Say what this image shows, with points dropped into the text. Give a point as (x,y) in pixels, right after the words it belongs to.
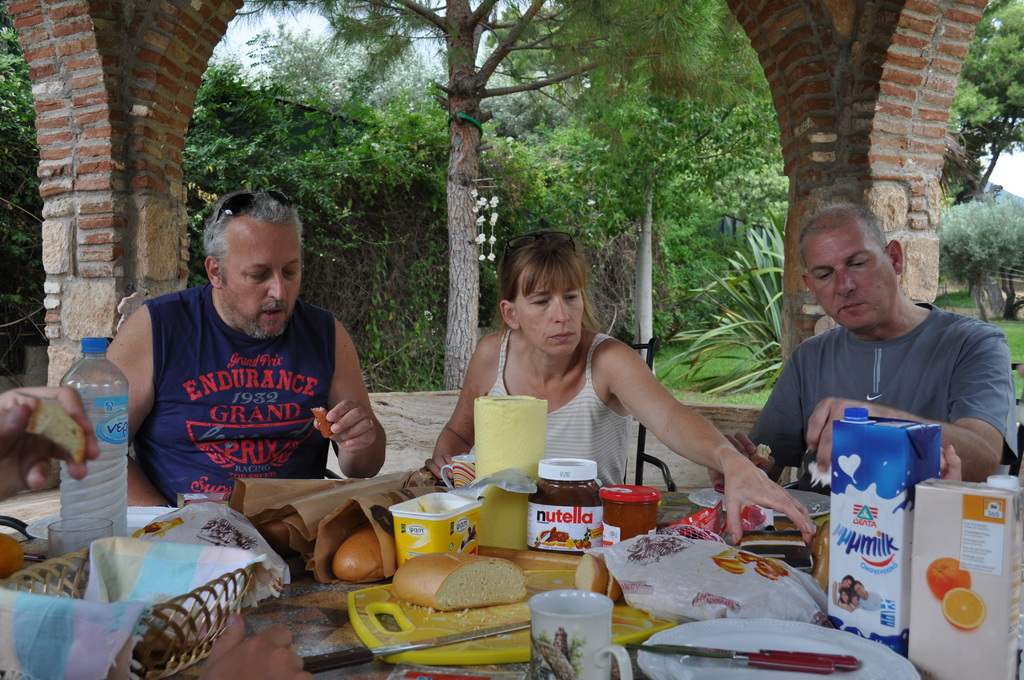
In this image I can see two men (165,422) and a woman (553,429) is sitting on a chair (650,338). On this table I can see few food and a water bottle (117,506). In the background (968,246) I can see number of trees (579,187).
